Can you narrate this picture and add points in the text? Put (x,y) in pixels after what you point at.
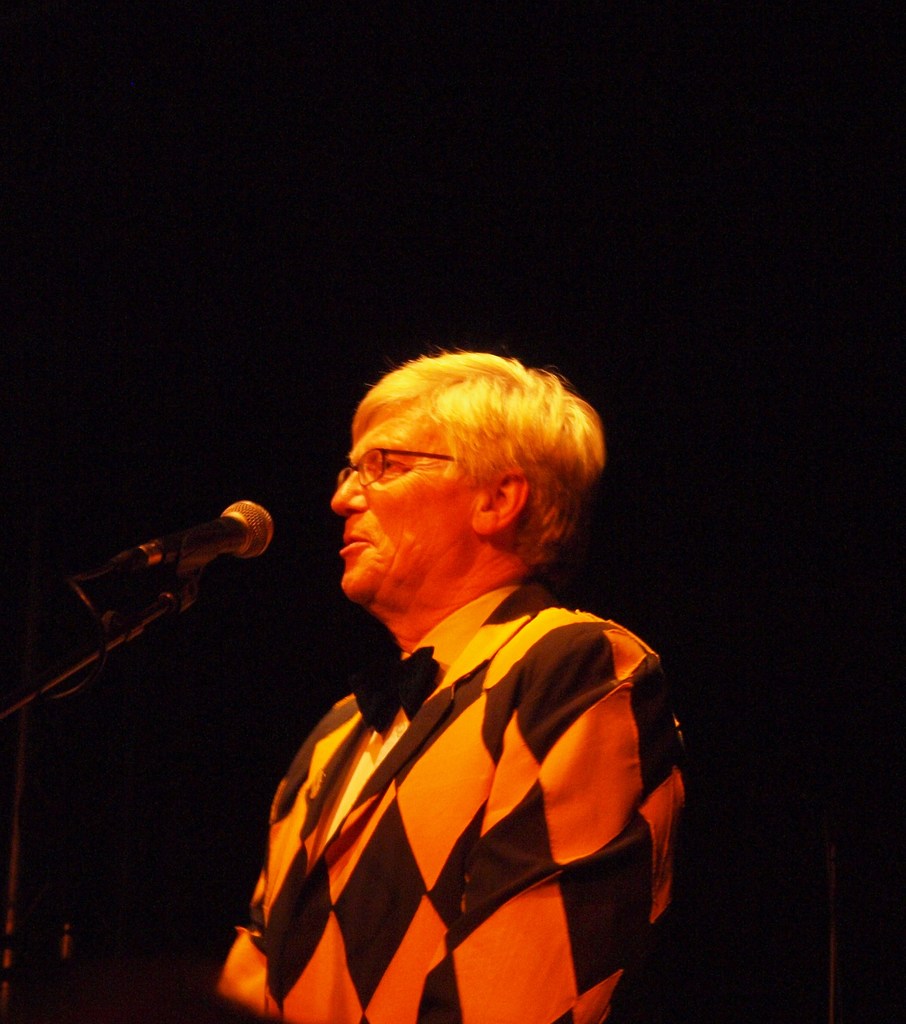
In this image we can see there is a person (426,634) standing and talking into a microphone (268,535). At the back (605,192) there is a dark background (520,309).
